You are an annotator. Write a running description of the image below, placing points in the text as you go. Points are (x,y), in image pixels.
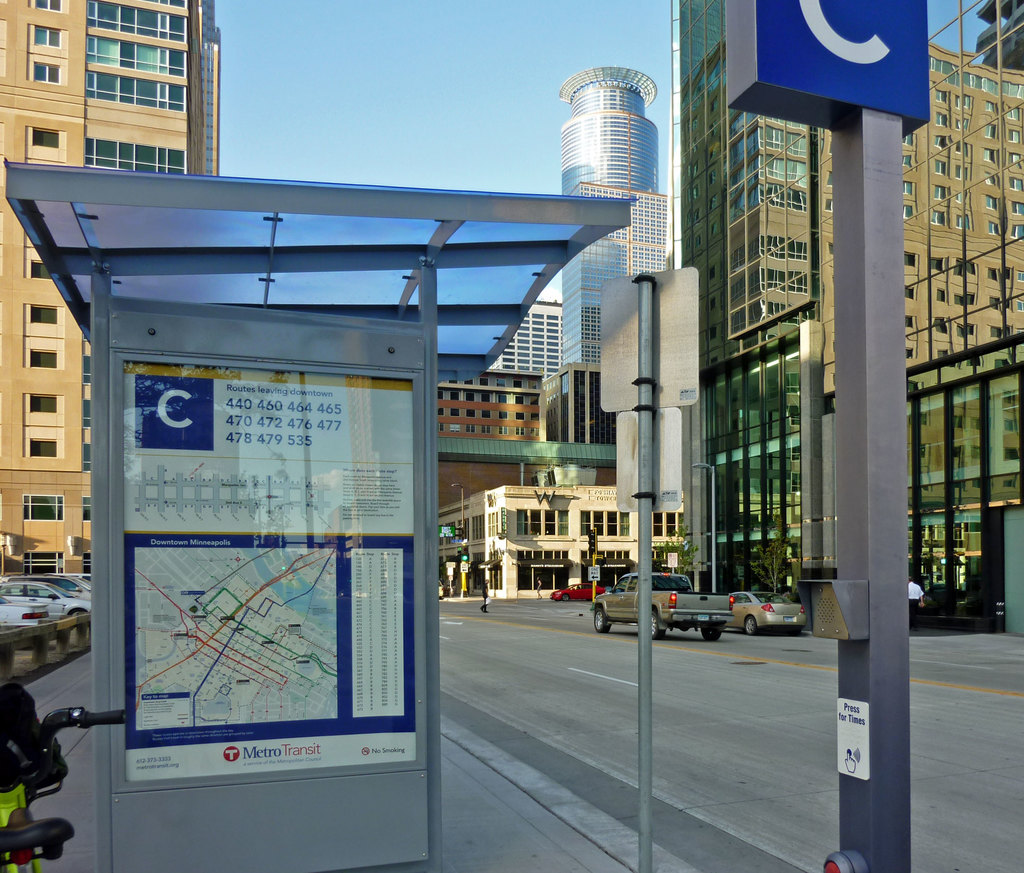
In this image I can see few buildings (5,300), windows (683,58), pole (863,128) and board (780,46) to it. I can see the shed (335,244), few vehicles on the road (922,651) and the sky (527,98) is in blue and white color.
